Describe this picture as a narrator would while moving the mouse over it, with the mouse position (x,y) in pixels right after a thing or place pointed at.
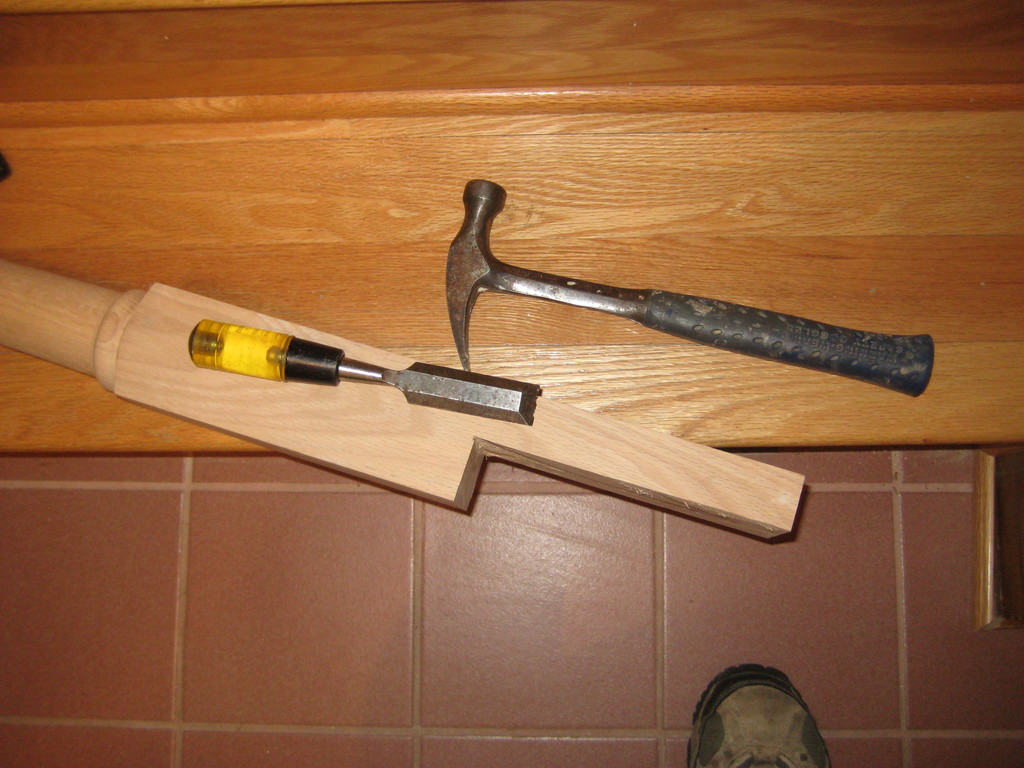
In the image there is hammer (551,298) and wooden piece (316,399) and some other tool (201,342) kept on some wooden background (721,379) and beside that there is a floor (526,695) and a person (738,729) standing on the floor (79,738).
